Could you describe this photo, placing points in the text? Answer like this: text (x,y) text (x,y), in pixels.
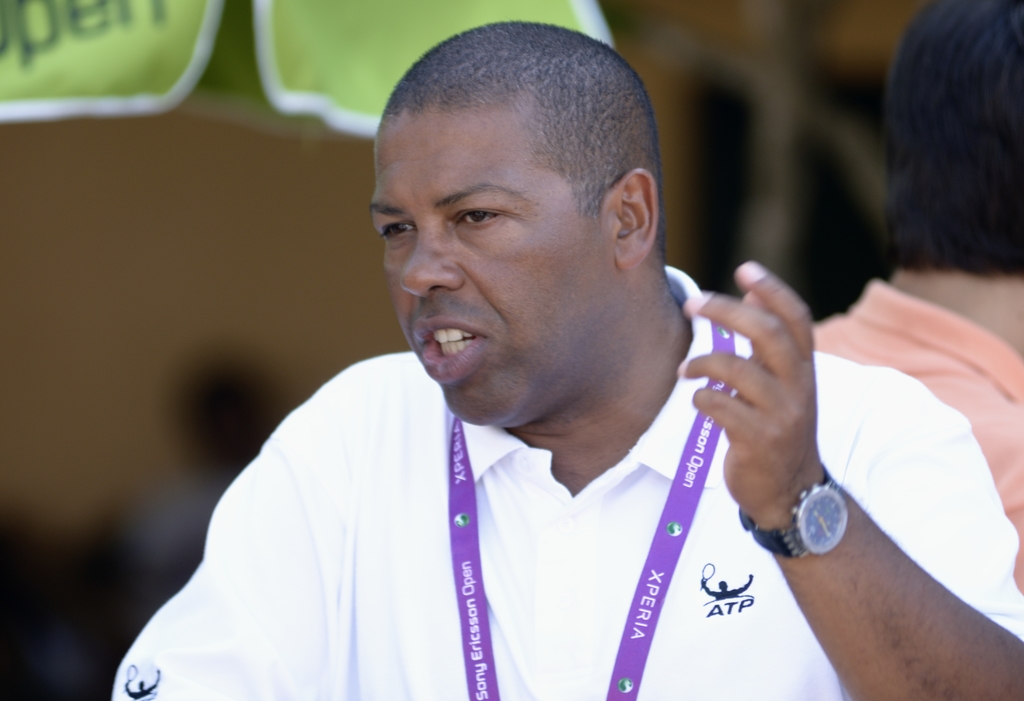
In this picture we can see two people (332,419) where a man (460,147) wore a watch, id tag (466,485) and in the background (246,28) we can see some objects (272,394) and it is blurry.
